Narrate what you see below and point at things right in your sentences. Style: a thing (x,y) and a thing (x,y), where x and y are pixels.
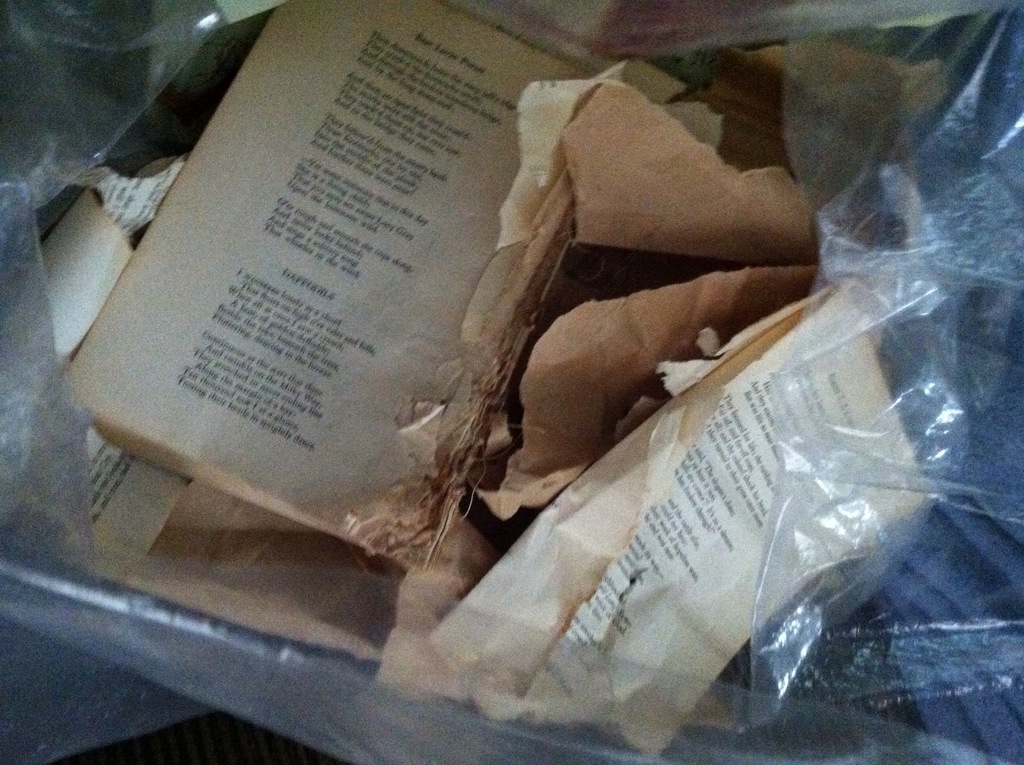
In this image we can see the pages (461,385) of a book (270,290) is present in a cover (17,135).
